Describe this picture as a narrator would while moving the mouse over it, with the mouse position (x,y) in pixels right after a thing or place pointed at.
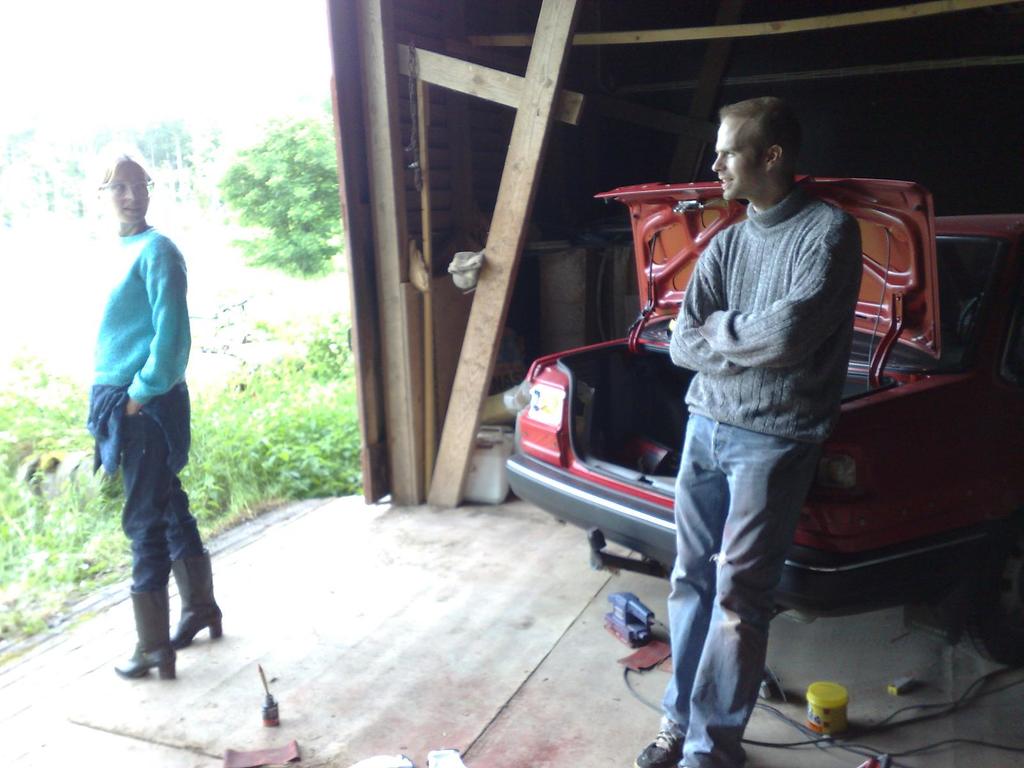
In this image we can see two persons (789,266) standing and we can also see vehicle (639,418), wooden objects (373,353), trees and plants (60,563).
